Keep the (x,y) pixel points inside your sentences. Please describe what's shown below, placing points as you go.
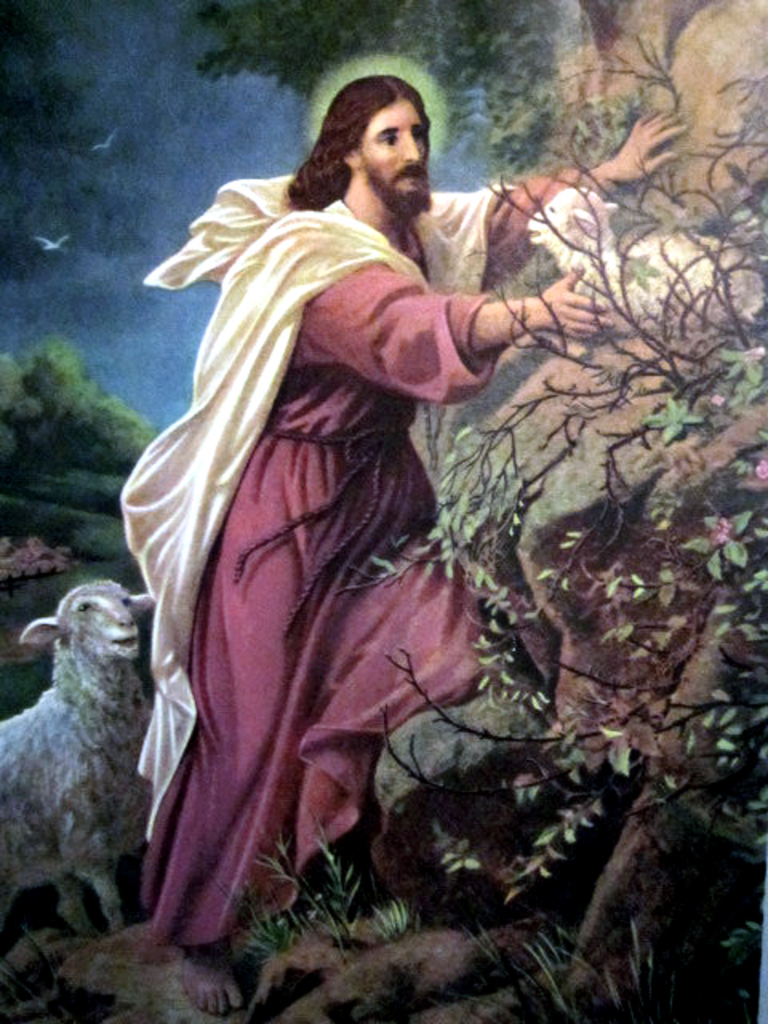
In the image I can see a person (483,380) standing beside the rock (561,638) and also I can see some birds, sheep (65,821), trees (735,370) and some other things (7,1004).
